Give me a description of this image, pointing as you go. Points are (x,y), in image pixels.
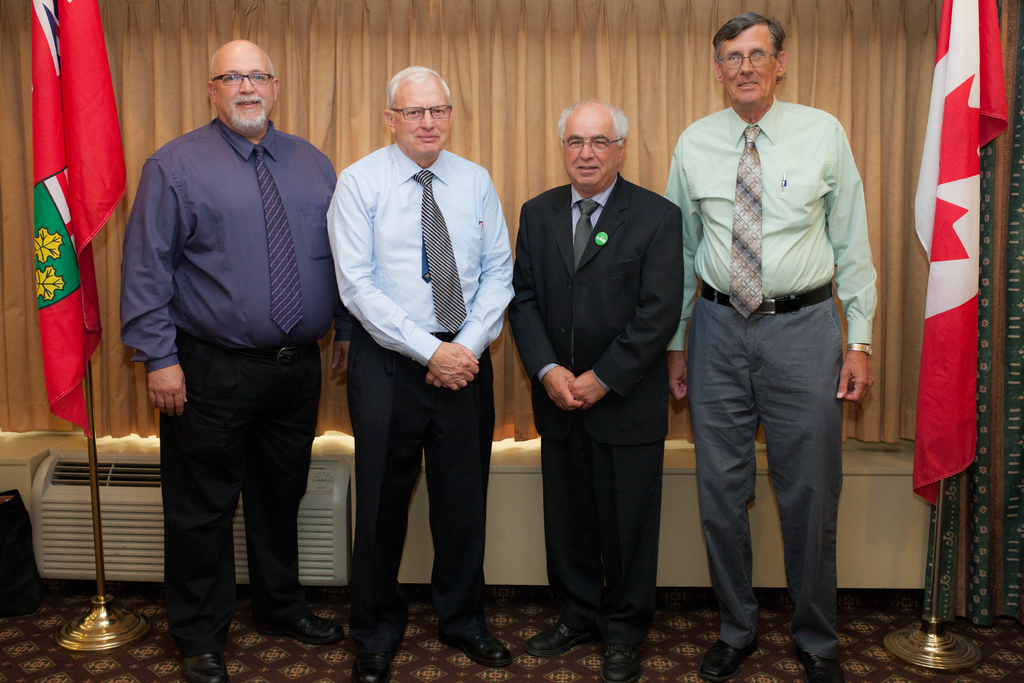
In the foreground of this image (633,417), there are four men (398,306) standing on the carpet (600,662) having two flags (953,300) on either side to them. In the background (144,27), there is a curtain (127,85) and an AC (122,499).
